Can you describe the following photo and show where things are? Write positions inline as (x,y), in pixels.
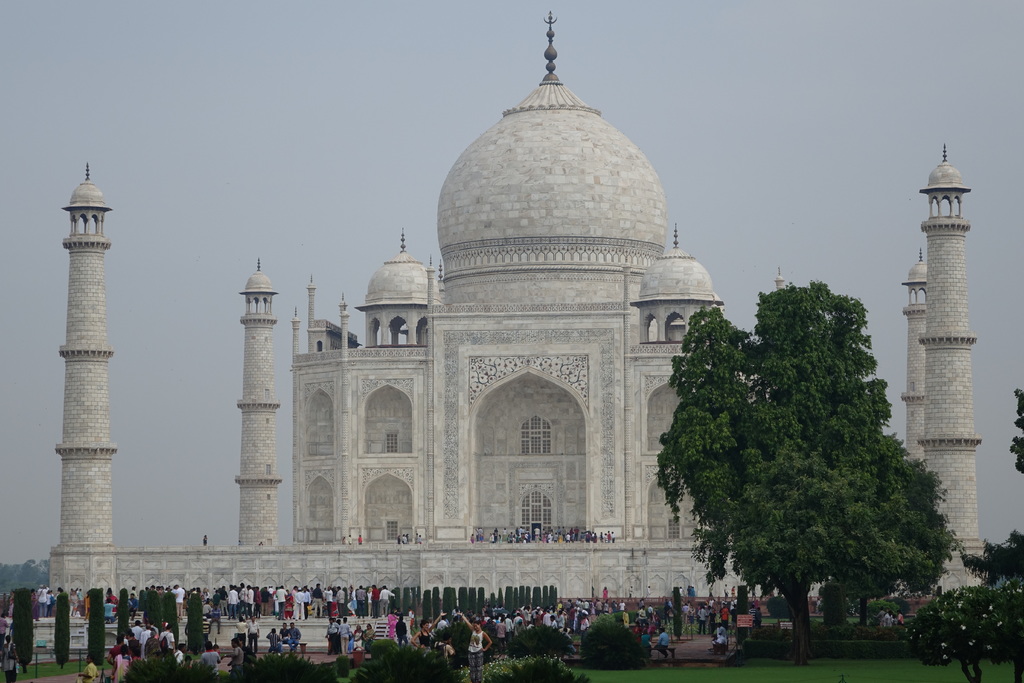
There is a white color building (544,246), which is having four towers (253,342) in the four corners (913,369), near a tree (771,435) and plants (904,646) which are on the ground (814,666), on which, there is grass (888,675) and there are persons (659,616). There are persons (519,534) on the floor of the building (378,522). In the background (838,96), there is sky (138,79).
